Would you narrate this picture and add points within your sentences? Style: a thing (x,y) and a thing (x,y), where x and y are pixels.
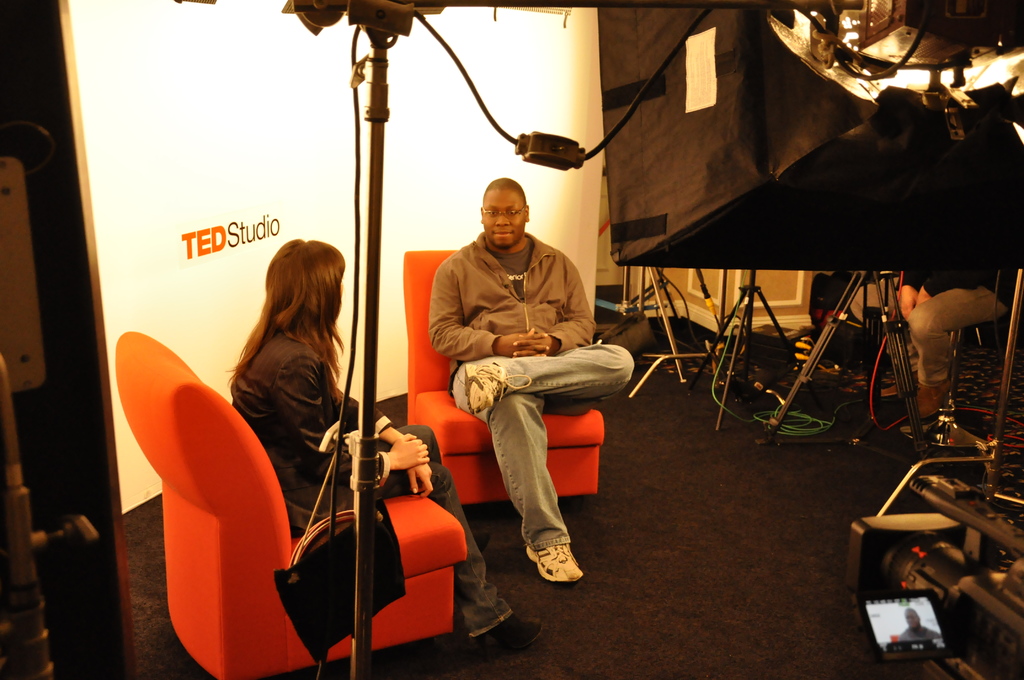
These two persons (506,295) are sitting on a red chair (427,391). On floor (764,410) there are cables (804,421). This is camera (907,573). Backside of this person (508,319) there is a banner (399,167). This is focusing light (803,83). Few persons (961,310) are sitting on a chair (976,331).
